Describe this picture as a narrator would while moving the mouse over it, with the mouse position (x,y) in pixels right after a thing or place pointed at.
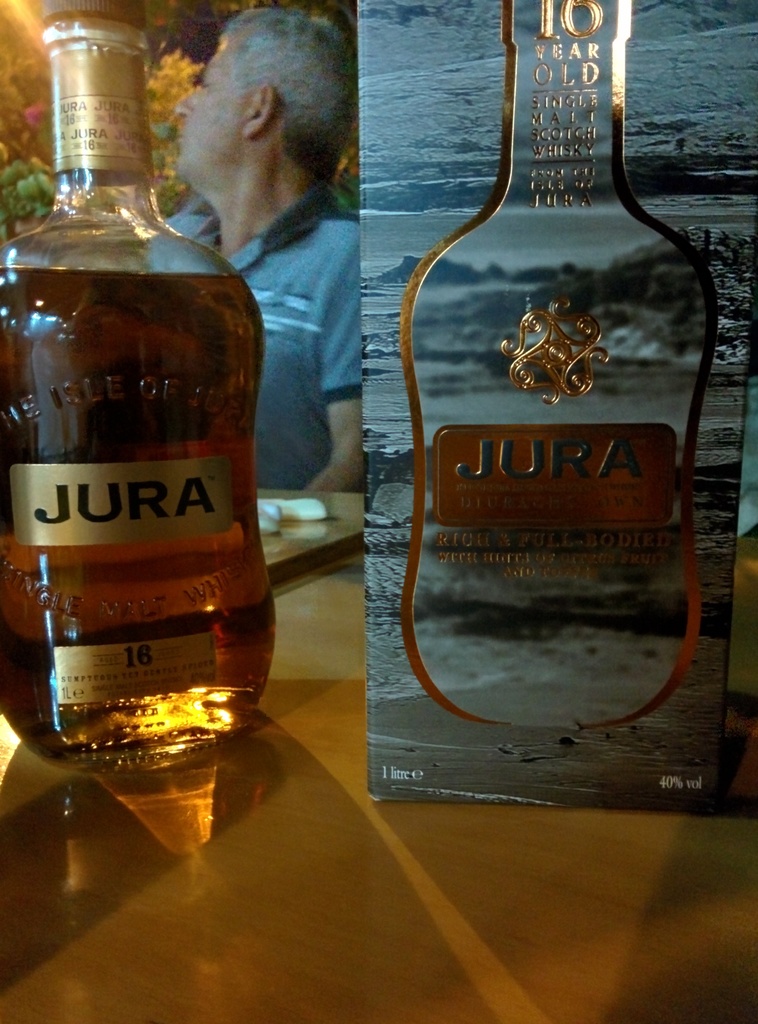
A whisky bottle (116,202) and its pack box (382,742) are placed on a table (234,920). The name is labelled as "jura" on the bottle (71,515). A man (228,156) is sitting at a table (279,492) wearing a T shirt (285,341). There are some trees (168,128) and light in the background (27,72).
